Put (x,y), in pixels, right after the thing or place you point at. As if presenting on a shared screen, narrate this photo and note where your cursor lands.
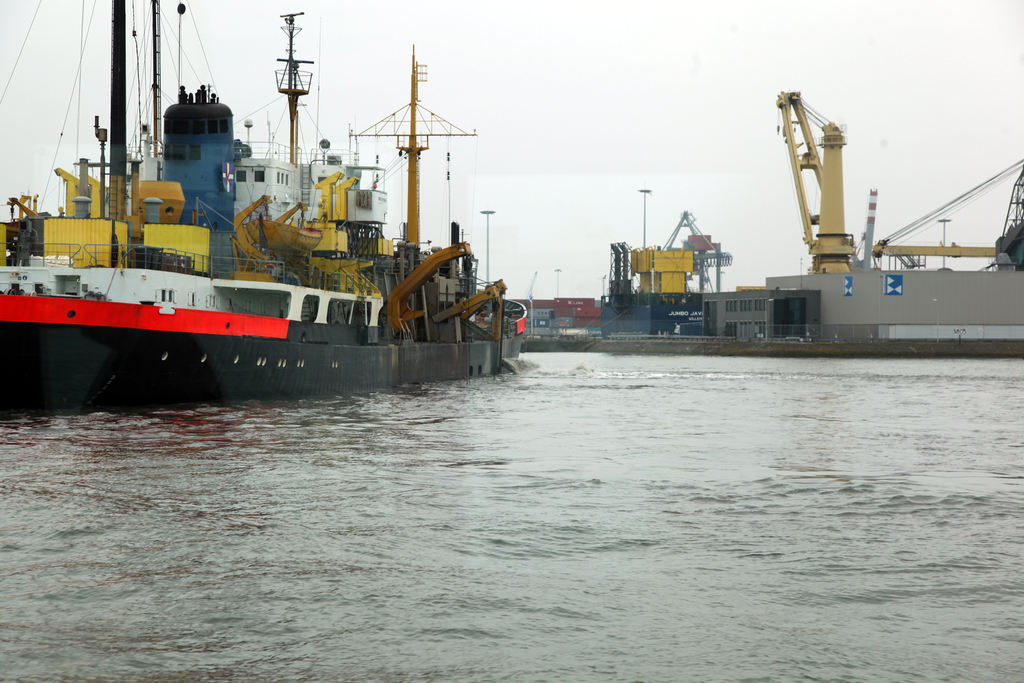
On the left (199,204) there is a ship (276,194) on the water (412,468) and in it there are containers (188,236), ropes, poles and some other objects (280,224). In the background (395,200) there are containers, heavy cranes (804,216), light poles (643,208), ropes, some other objects (935,304) and sky (410,69).
